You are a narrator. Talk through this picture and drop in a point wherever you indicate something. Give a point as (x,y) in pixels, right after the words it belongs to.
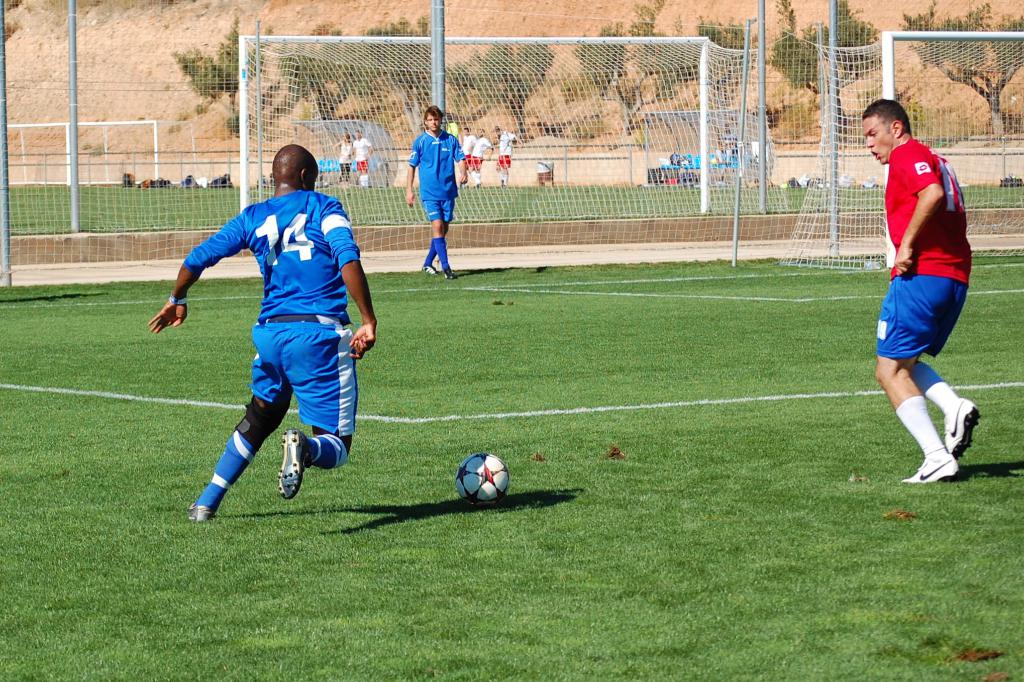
In this image we can see the players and also a ball (483,464) and net (585,93), poles (4,192) and also the fence (165,134). We can also see the path (772,248) and grass (670,447). In the background (498,47) we can see the trees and also the wall (979,157).
